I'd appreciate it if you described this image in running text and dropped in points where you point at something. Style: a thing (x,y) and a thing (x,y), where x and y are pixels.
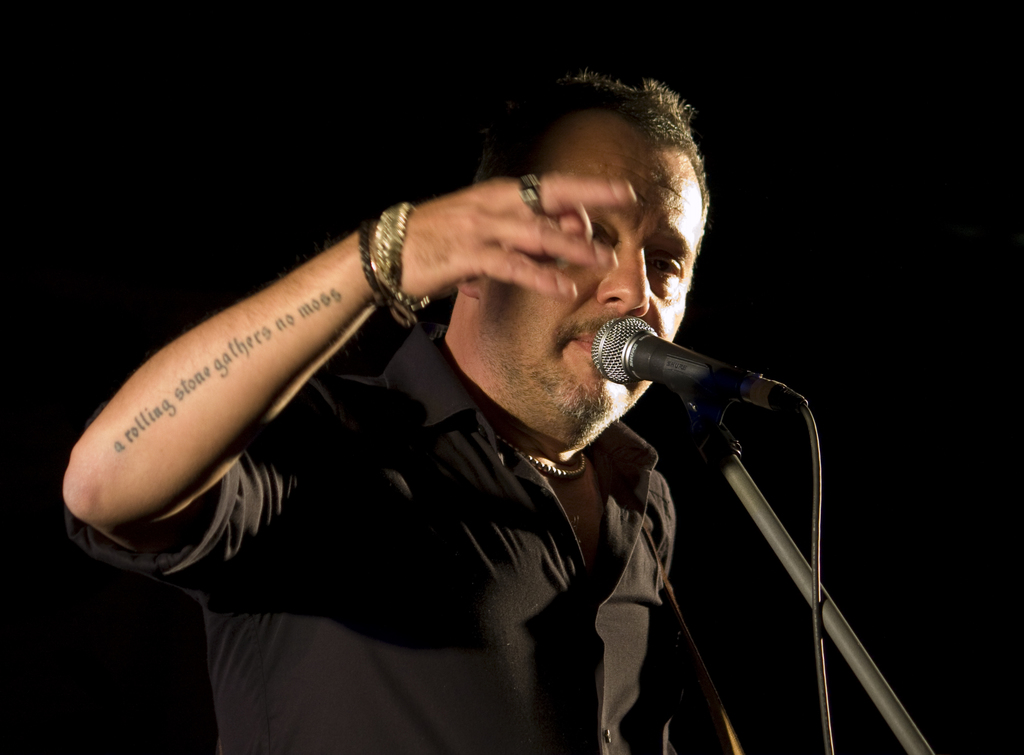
This picture shows a man (666,212) standing and singing with the help of a microphone (647,350) to the stand (765,519) and we see a tattoo (147,424) of text (335,295) on the man's hand (237,341) and we see few bands (388,283) to his hand (503,226) and a ring (532,184) to his finger (567,212). He wore a black shirt (390,586) and we see a black color background (881,357).
